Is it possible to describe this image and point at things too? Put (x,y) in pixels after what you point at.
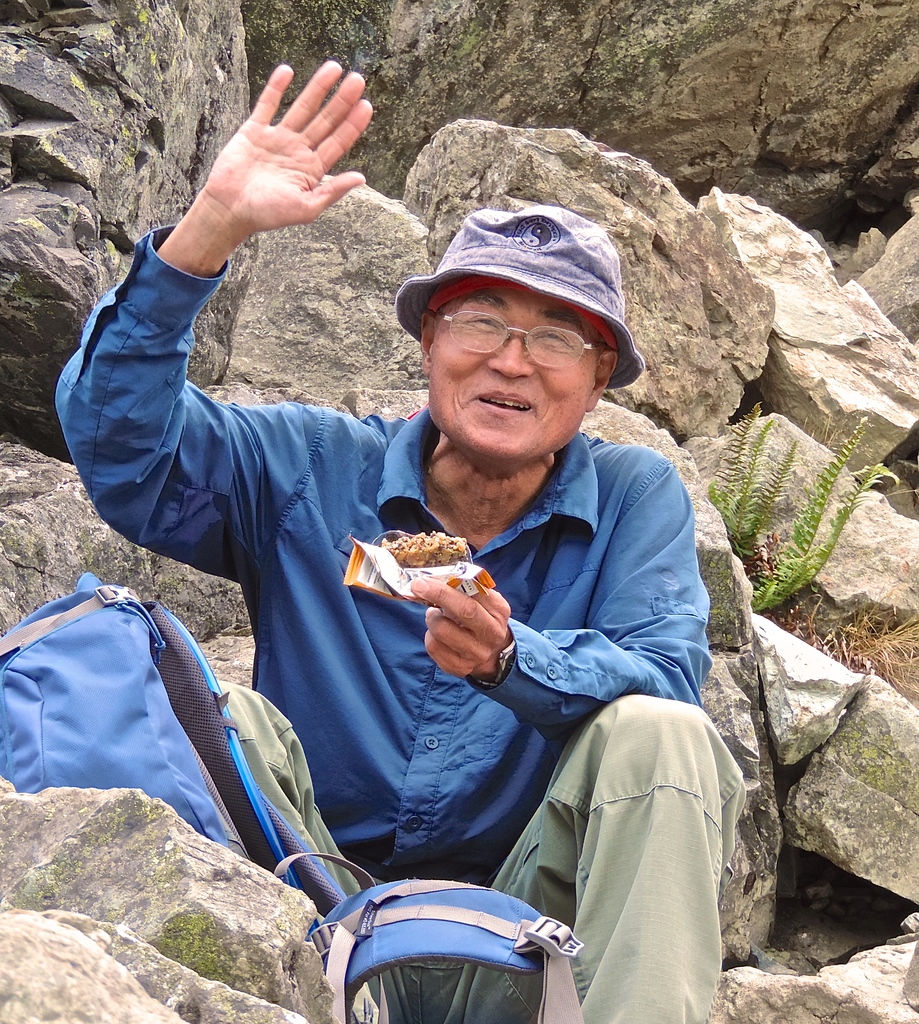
This is the picture of a person (655,722) sitting and to the side there is a backpack (417,943). We can see the person (563,885) holding a food item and there are some rocks (783,69) and a plant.
